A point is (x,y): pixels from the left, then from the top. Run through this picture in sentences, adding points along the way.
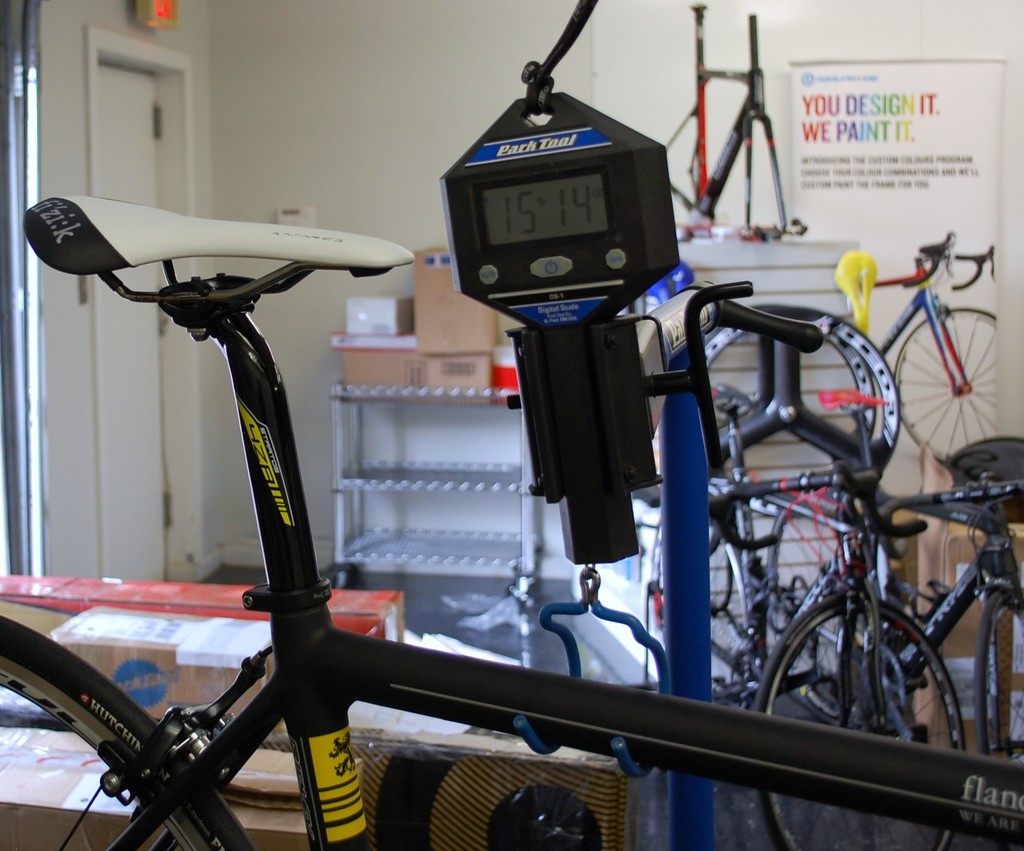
In this image there are cycles (822,608), board (963,219). There is a rack (355,481). On top of the rack (367,394) there are few objects (437,318). On bottom of the image (206,606) there are few boxes (59,583). In the background of the image (400,94) there is a wall (354,82). On the left side of the image (130,374) there is a door (132,127).
